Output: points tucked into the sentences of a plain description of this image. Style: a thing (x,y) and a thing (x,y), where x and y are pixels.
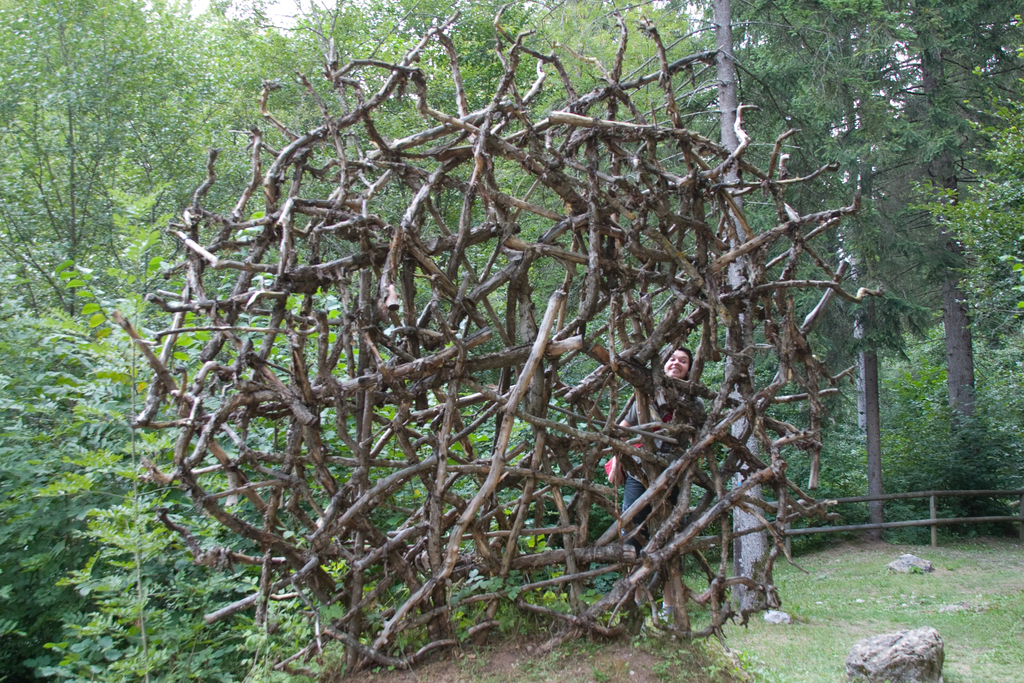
In the image we can see a person (629,493) standing, wearing clothes (640,444) and the person (648,432) is smiling. These are the stones (909,633), grass (913,613), plant (201,606), trees (867,122), fence (871,500) and a white sky (300,10). We can see this is a wooden branch fence (455,409).
